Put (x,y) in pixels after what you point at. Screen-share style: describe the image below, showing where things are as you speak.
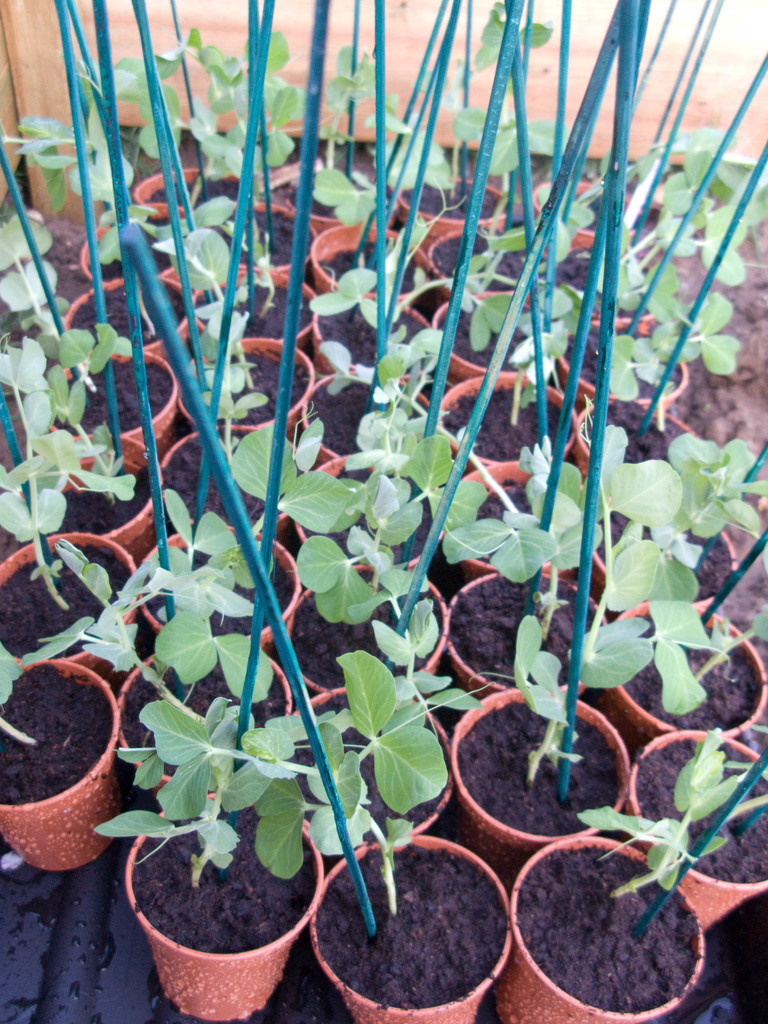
In this image we can see some potted plants (264,813) and in the pots (386,923) it looks like the rods (322,61).
